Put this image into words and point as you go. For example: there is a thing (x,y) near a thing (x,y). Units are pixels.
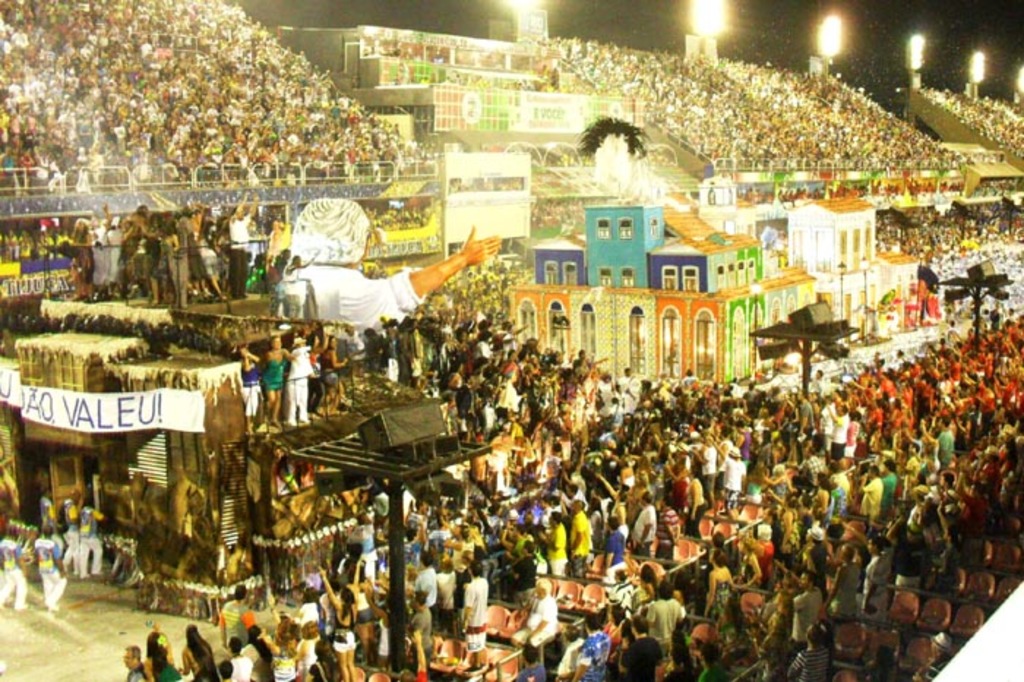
As we can see in the image there are group of people (788,619) here and there, building (638,242), lights (693,32) and stairs (963,130).
